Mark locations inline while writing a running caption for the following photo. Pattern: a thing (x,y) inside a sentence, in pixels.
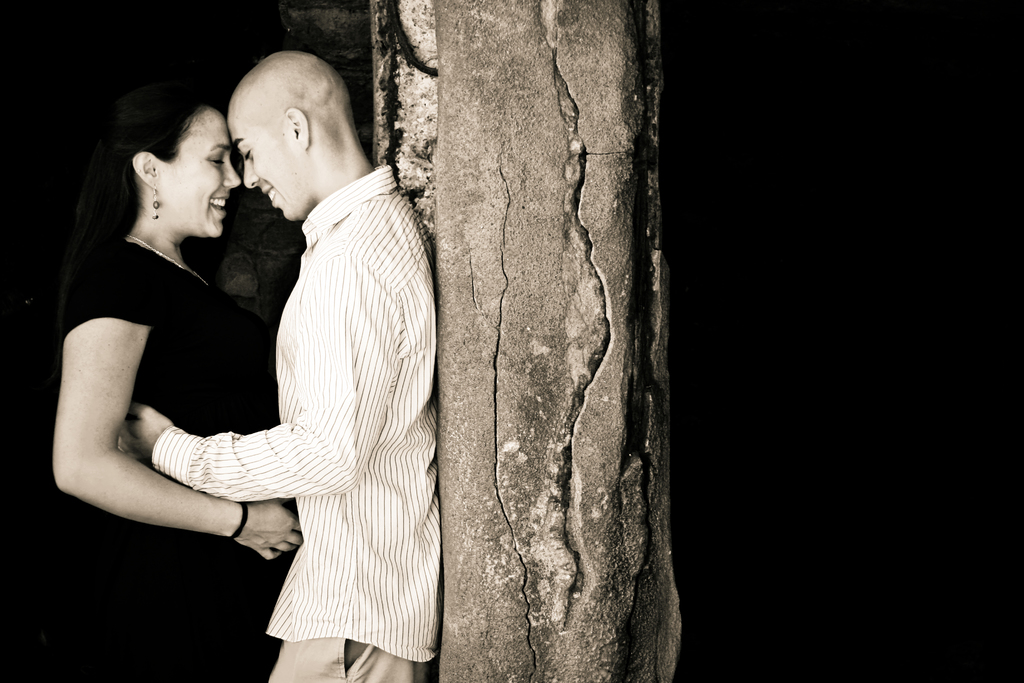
In this image I can see two persons (369,163) are standing on the left side (99,274) and I can also see smile on their faces (272,179). In the centre of this image (632,231) I can see the wall (619,227) and I can also see this image is black and white in colour.
